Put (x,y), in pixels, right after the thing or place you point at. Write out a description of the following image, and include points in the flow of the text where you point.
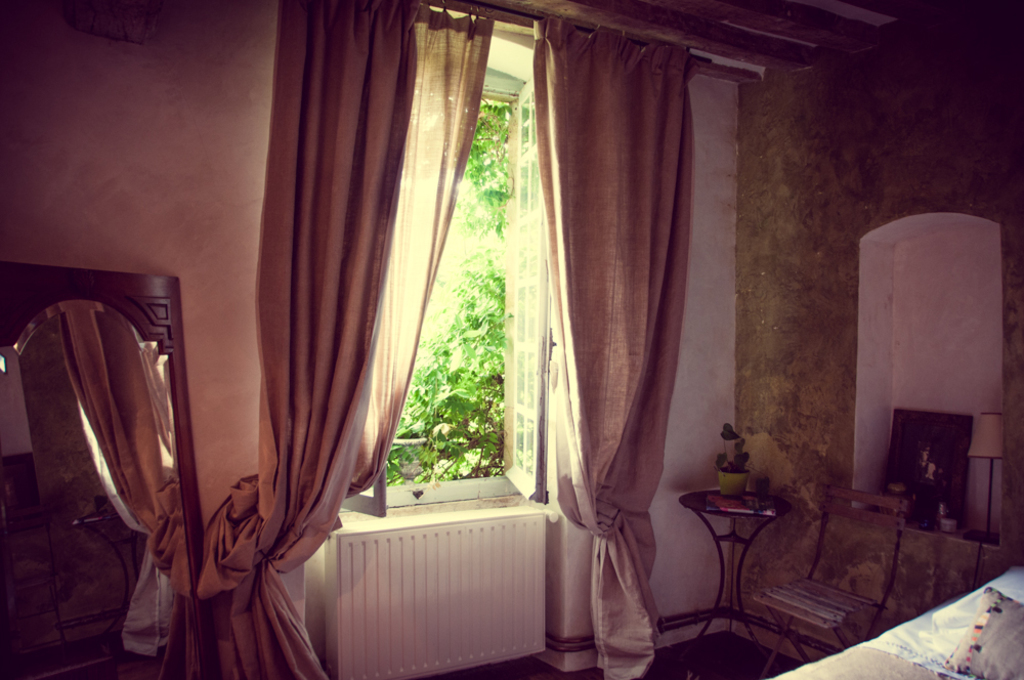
In this image, we can see a window (427,364) and we can see curtains (637,551), there is a chair (806,586) and there is a table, in the background (445,397) we can see green plants (424,405).
